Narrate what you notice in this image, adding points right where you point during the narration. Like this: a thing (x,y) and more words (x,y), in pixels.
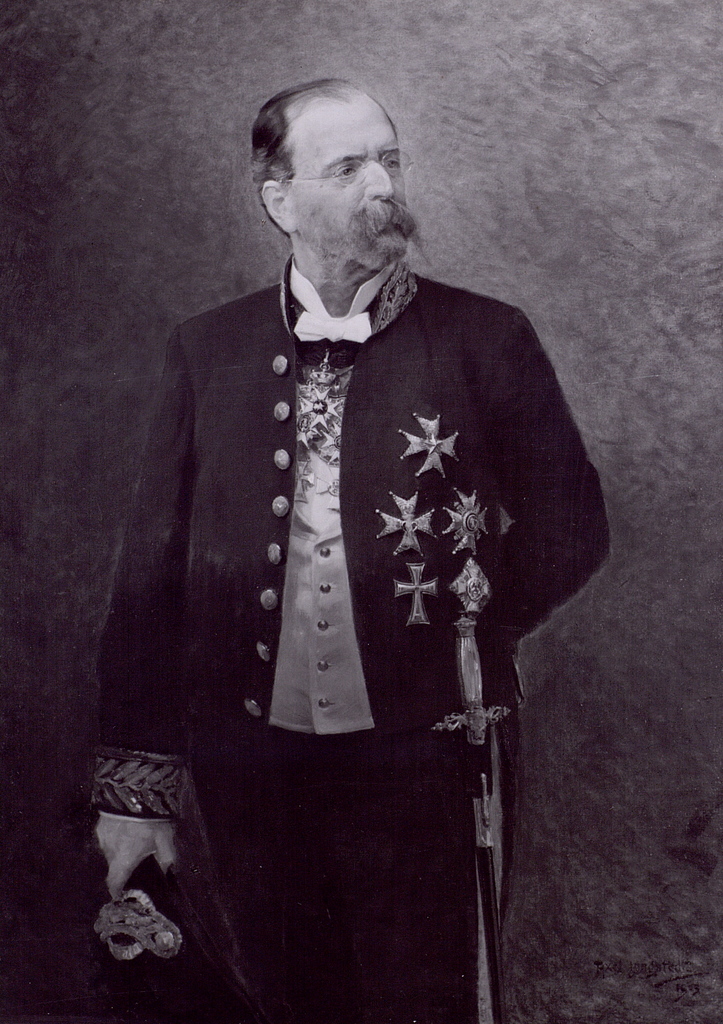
In this image I can see painting (195,235) of a man (243,398), I can see he is wearing specs (337,180), coat (344,464) and a bow tie (336,327). I can also see a sword (489,712) over here and I can see this image is black and white in colour.
